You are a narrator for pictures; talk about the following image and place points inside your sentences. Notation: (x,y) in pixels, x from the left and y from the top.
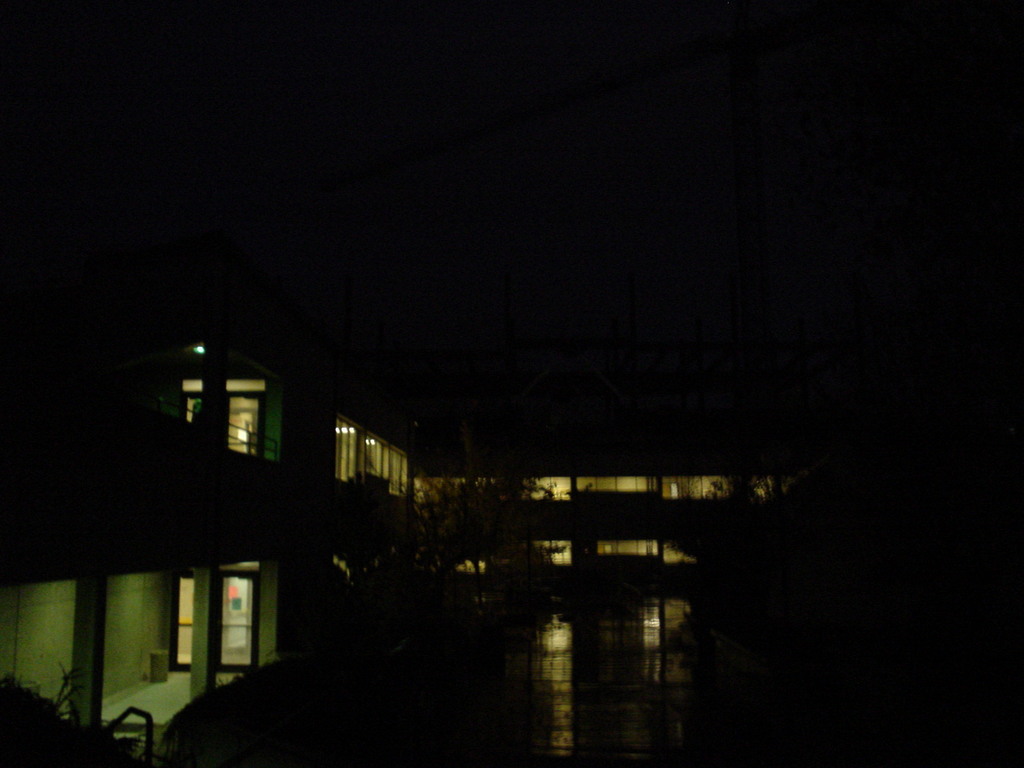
This picture is taken during night, in the picture I can see buildings (136,602), in front of buildings (598,499) I can see trees (436,588).
